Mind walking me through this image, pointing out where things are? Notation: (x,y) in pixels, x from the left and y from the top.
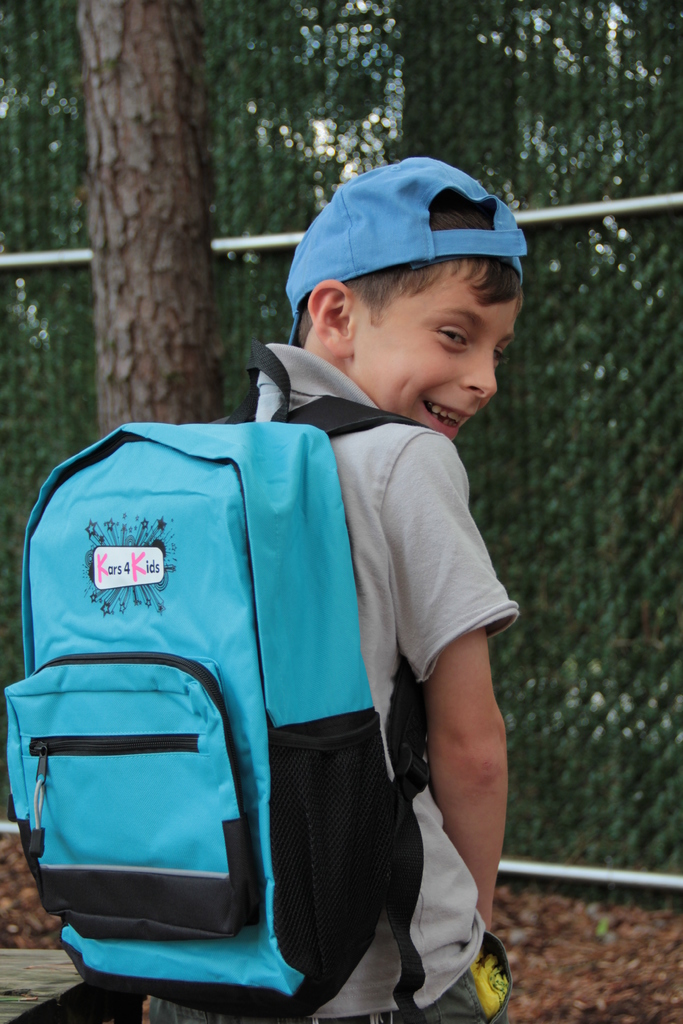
He wore a bag (242,573) and standing.
